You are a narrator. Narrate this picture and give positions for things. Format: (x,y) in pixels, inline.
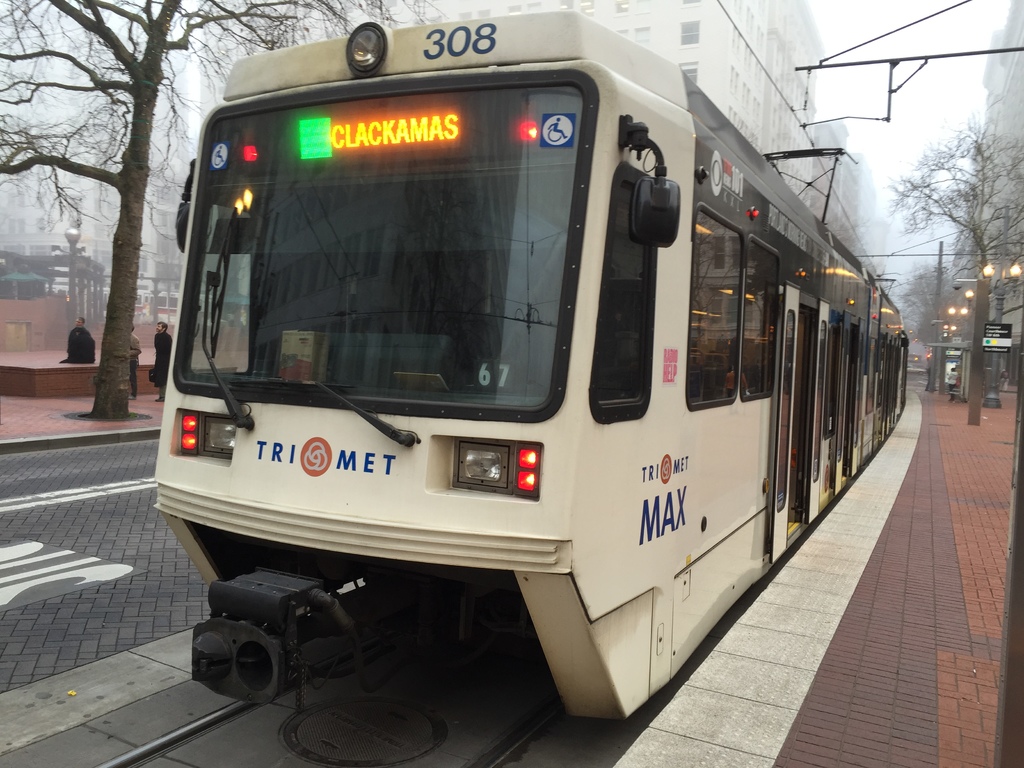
In the image we can see there is a train (597,447) standing on the track (318,714) and there are people (160,344) standing on the footpath (3,423). There are trees (977,267) and there are buildings (61,182). There are street lights (956,329) on the footpath (949,416).
